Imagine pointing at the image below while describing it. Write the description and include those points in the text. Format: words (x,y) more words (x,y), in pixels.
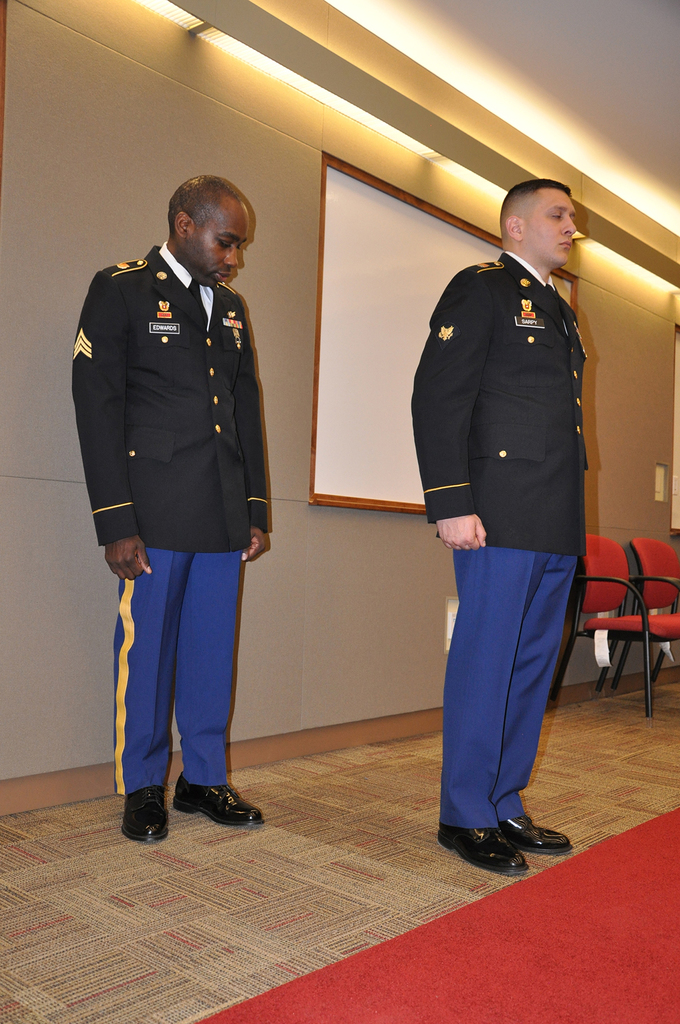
In this image there are two men (153,449) standing. Behind them there is a wall (17,204). There is a board (375,313) hanging on the wall (304,404). To the right (659,597) there are chairs (626,597). There is a carpet (442,981) on the floor (84,1011). At the top (390,24) there are lights (390,24) to the ceiling (389,73).
